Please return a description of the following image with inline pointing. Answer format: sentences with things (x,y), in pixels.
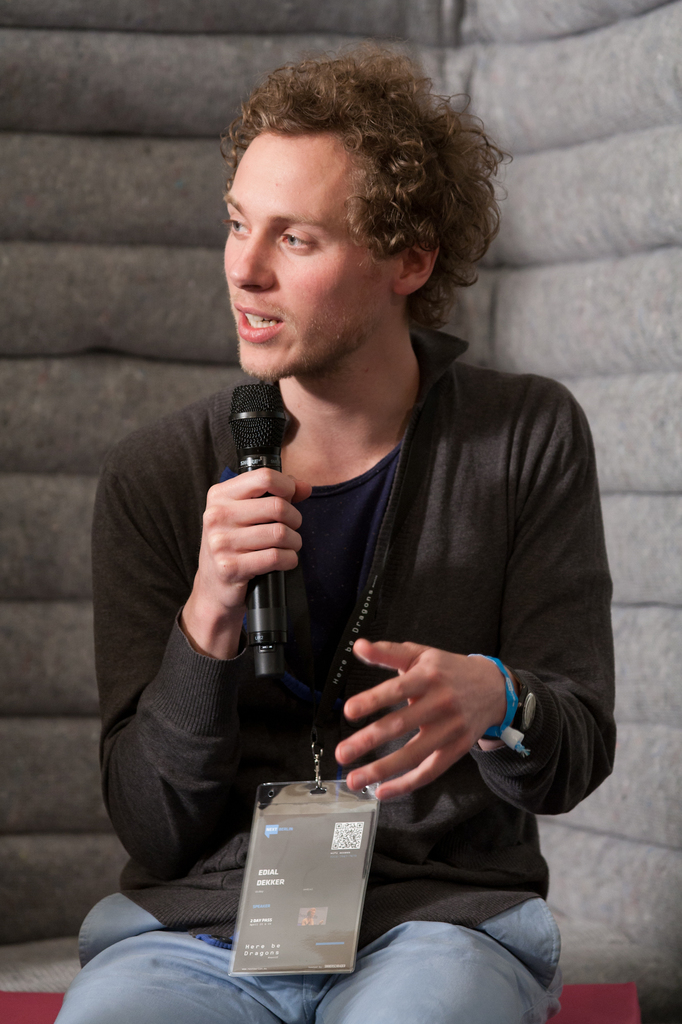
In the middle of the image (417,417) there is a man (331,317) sitting and holding a microphone (278,410) and speaking. Behind him there is a wall (208,215).
